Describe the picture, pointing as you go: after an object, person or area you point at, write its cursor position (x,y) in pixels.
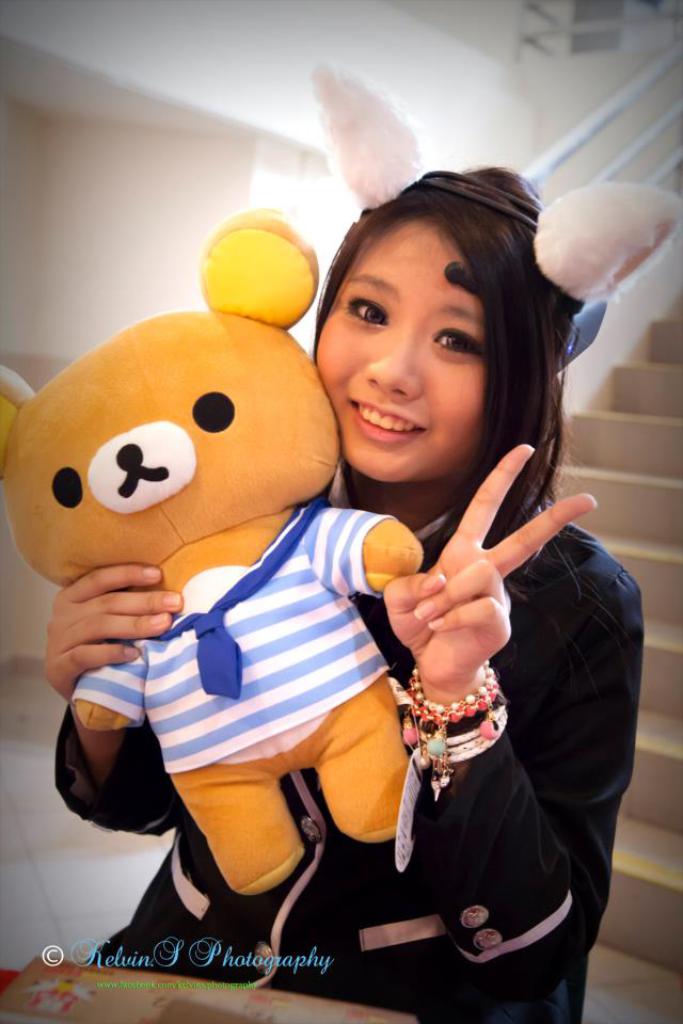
In this picture we can see a woman (465,605) holding a toy (226,698) and behind the women (479,785) there are steps (585,419) and a wall (282,32). On the image there is a watermark (191,957).
